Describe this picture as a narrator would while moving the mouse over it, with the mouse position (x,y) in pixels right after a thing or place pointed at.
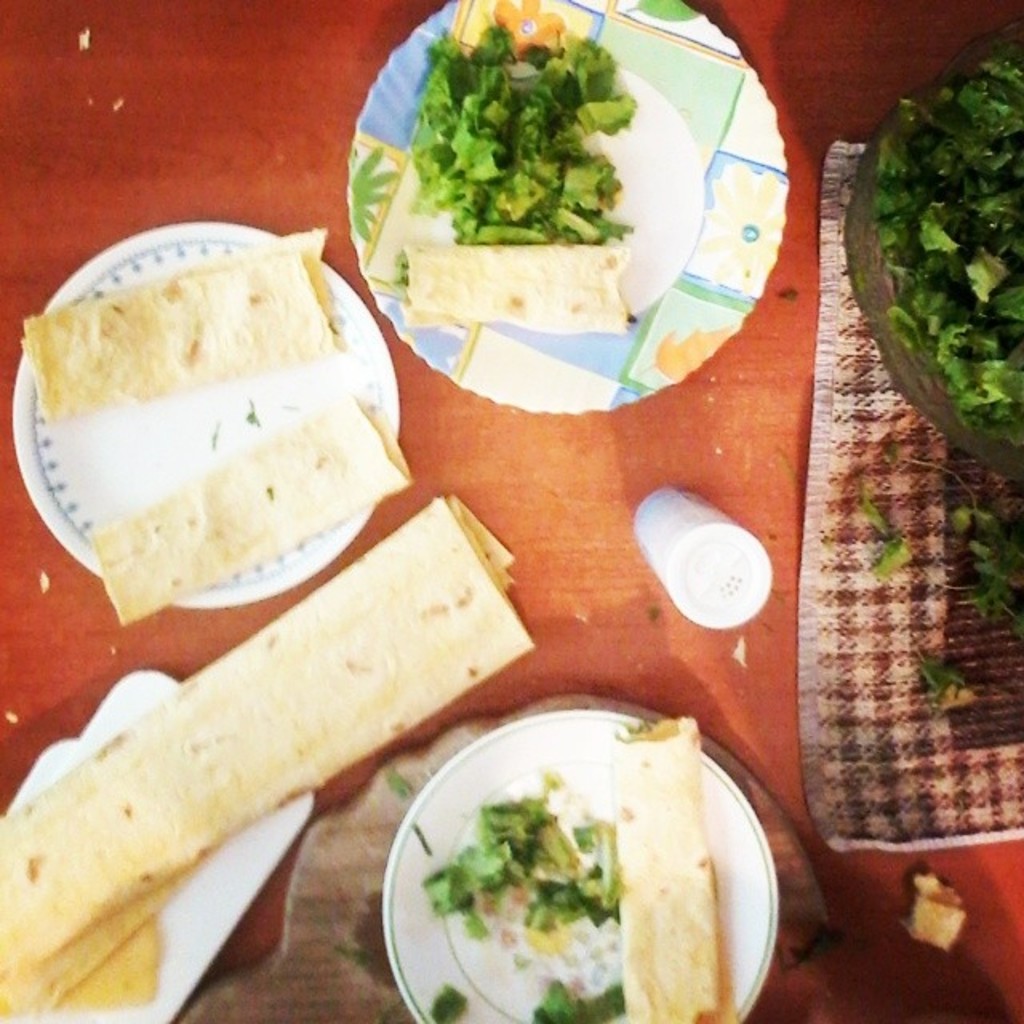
In this picture I can see food (303,492) in the plates (417,60) and I can see leaves (926,281) in the basket (867,272) and a cloth napkin (917,551) and I can see salt shaker (675,596) on the table (538,488).
